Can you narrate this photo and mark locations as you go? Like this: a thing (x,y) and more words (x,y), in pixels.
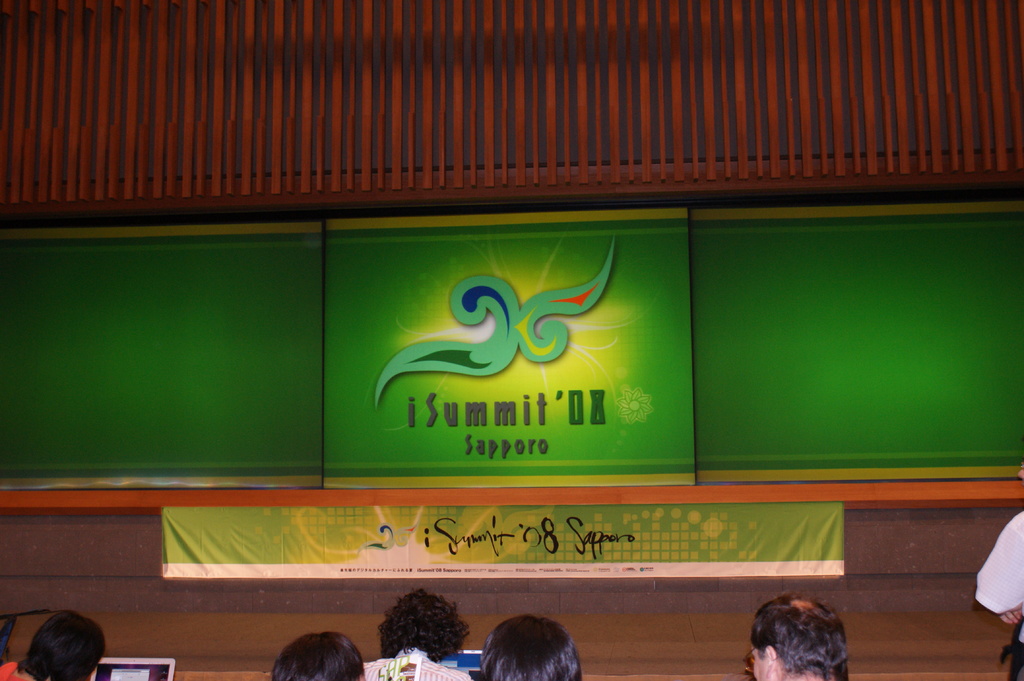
In the center of the image (494,278), we can see screens (451,364) and there is a banner (457,559). At the bottom (513,661), there are some people (507,649) and we can see laptops (472,656). At the top (423,90), there is roof (552,59).
